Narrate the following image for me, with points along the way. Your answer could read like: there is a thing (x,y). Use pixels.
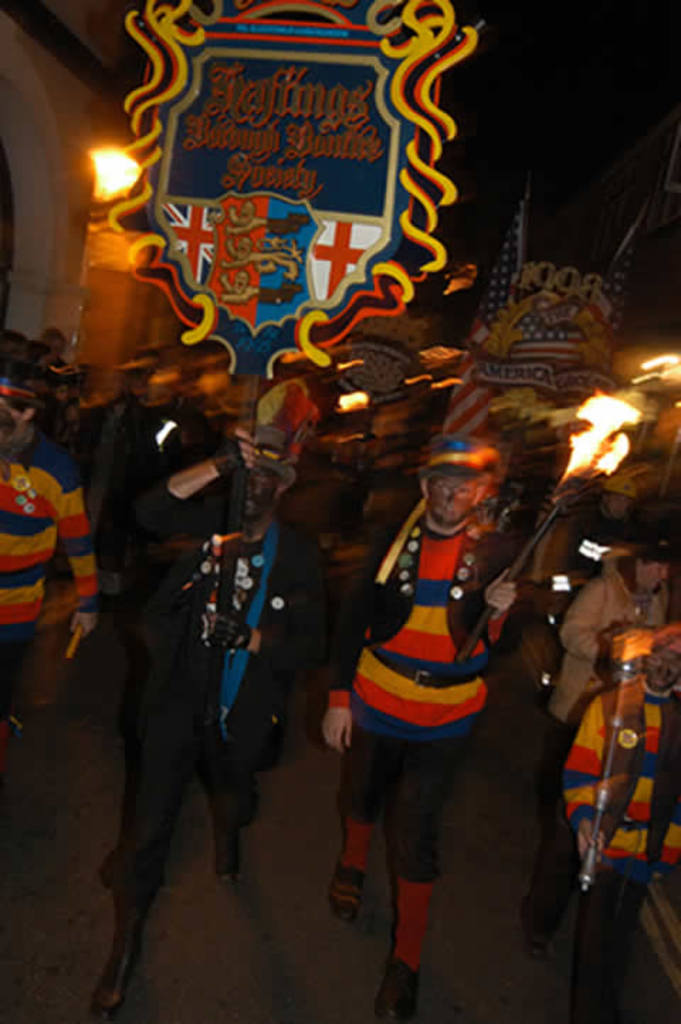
In this image I can see a crowd (251,678) on the road (368,876) are holding boards (201,180) in their hand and lights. In the background (50,79) I can see a building wall (2,88) and the sky (601,132). This image is taken during night on the road (25,980).
